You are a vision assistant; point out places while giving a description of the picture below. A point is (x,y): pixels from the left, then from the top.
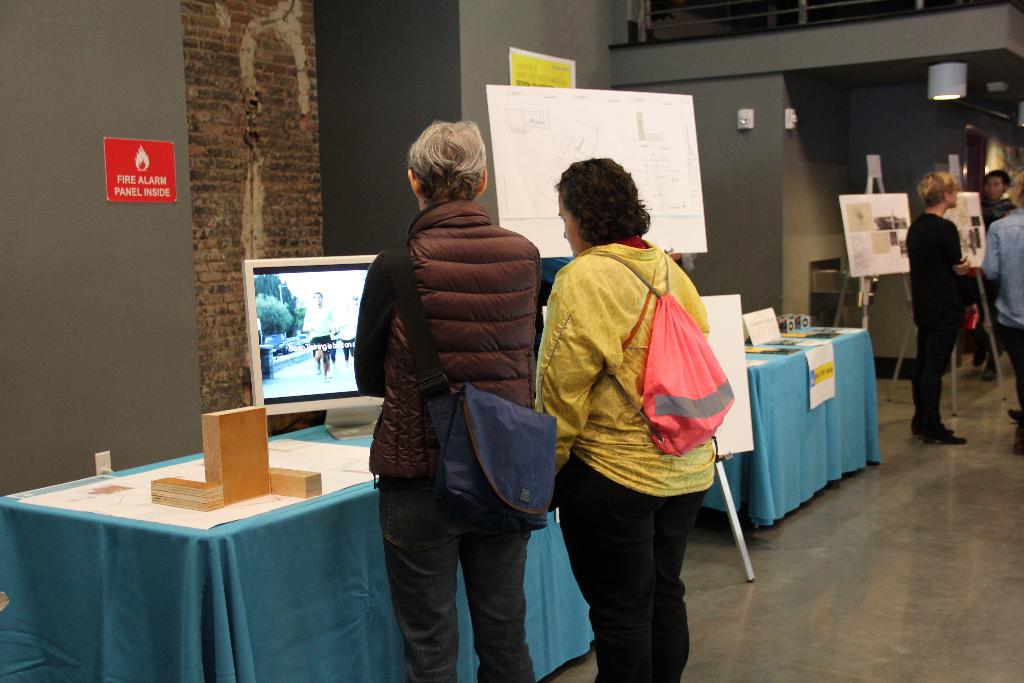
In this picture I can see a monitor (313,336) on the table (351,486) and couple of boards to the stand (718,466) and I can see few papers (778,348) on another table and couple of boards (984,247) to the stands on the right side (872,263) and few people (497,555) are standing and I can see couple of them watching monitor (296,348) they wore bags (539,505) and I can see a small board (141,180) on the wall (159,217) with some text (159,181).
